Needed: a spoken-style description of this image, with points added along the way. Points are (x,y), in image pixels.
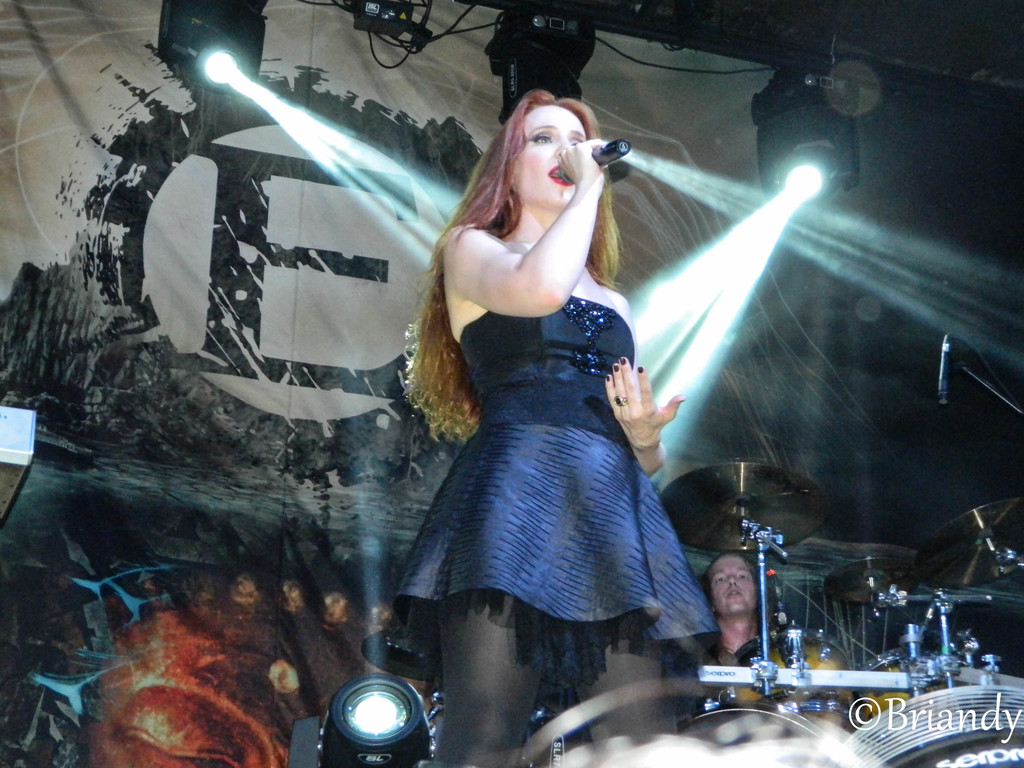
In this image there is a woman (498,535) holding a mic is singing, behind the woman (473,373) there is a person (732,611) playing drums (759,565), behind them there is a banner (357,386), at the top of the image (202,82) there are a few focus lights (177,50).
